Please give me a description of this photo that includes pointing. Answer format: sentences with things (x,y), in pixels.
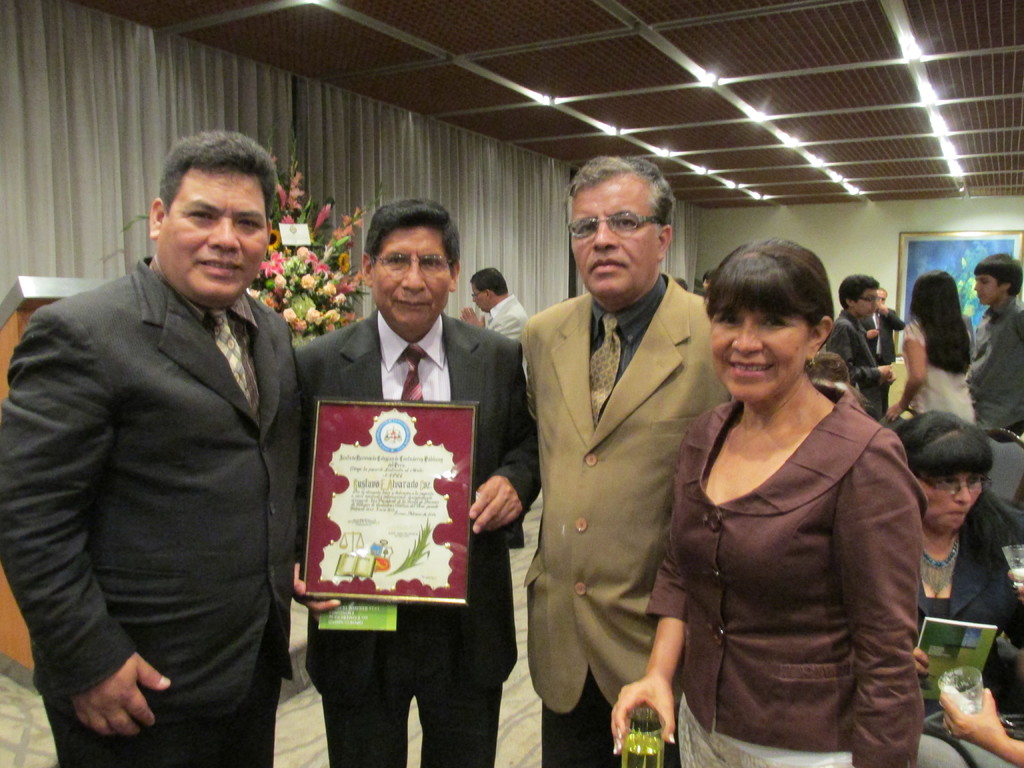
In this image there are four persons (496,551) standing at left side of this image (301,516) and the second person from left is holding an object (406,487). There is one person (510,318) standing in middle of this image (497,290) is wearing white color shirt (490,317). There are some persons (918,362) standing at right side of this image (948,337) and there is one woman (962,572) sitting at bottom right corner of this image (963,589) and there is a wall (874,247) at right side of this image (861,236) and there are some curtains (414,160) in the background (390,152) and there are some lights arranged as we can see at top of this image (596,120).
